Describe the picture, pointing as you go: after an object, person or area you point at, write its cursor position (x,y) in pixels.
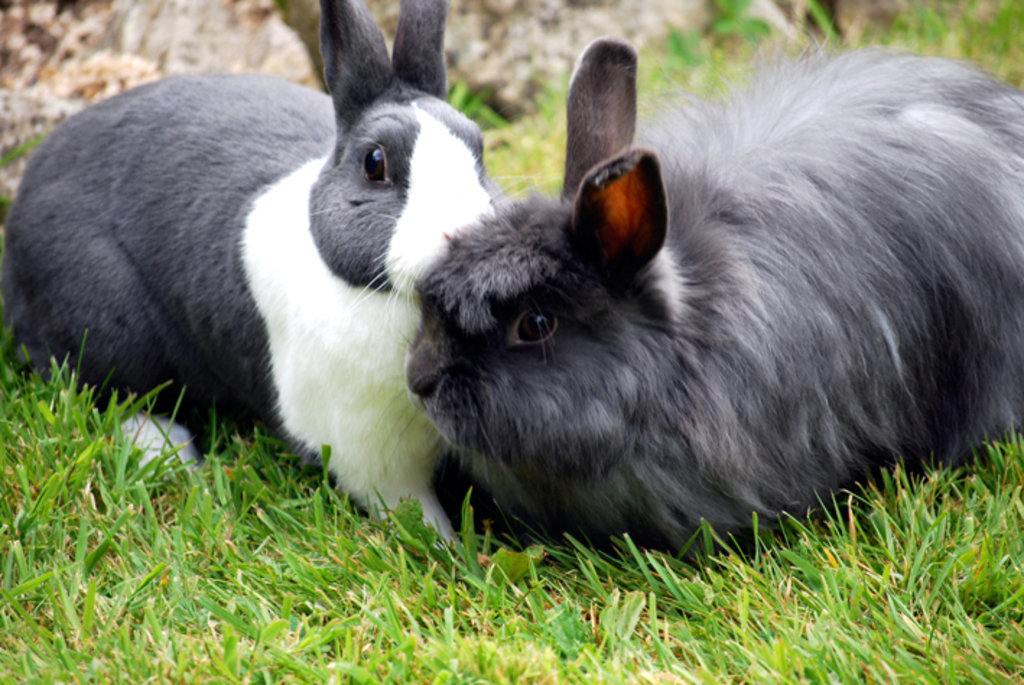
In this picture there are two rabbits (414,253) who are sitting on the grass (520,600).
